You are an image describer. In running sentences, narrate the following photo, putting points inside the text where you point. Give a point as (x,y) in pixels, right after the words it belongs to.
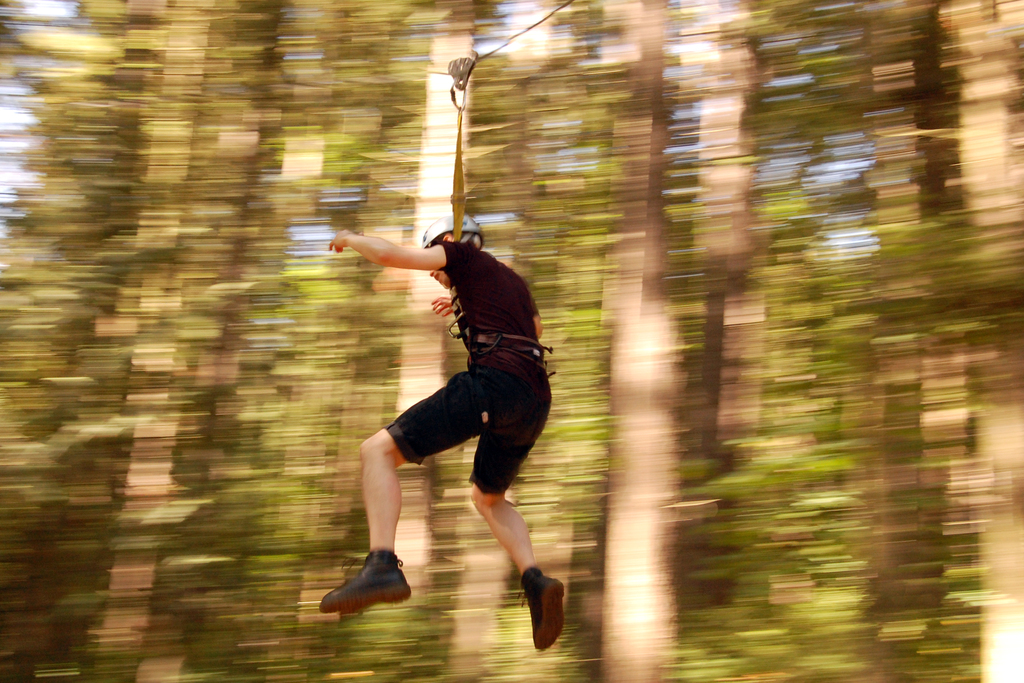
In this image I can see a person (509,380) wearing black colored dress (474,282) and helmet (444,223) is hanged to the rope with a belt (456,145). I can see the blurry background (227,415) in which I can see few trees (230,215) and the sky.
